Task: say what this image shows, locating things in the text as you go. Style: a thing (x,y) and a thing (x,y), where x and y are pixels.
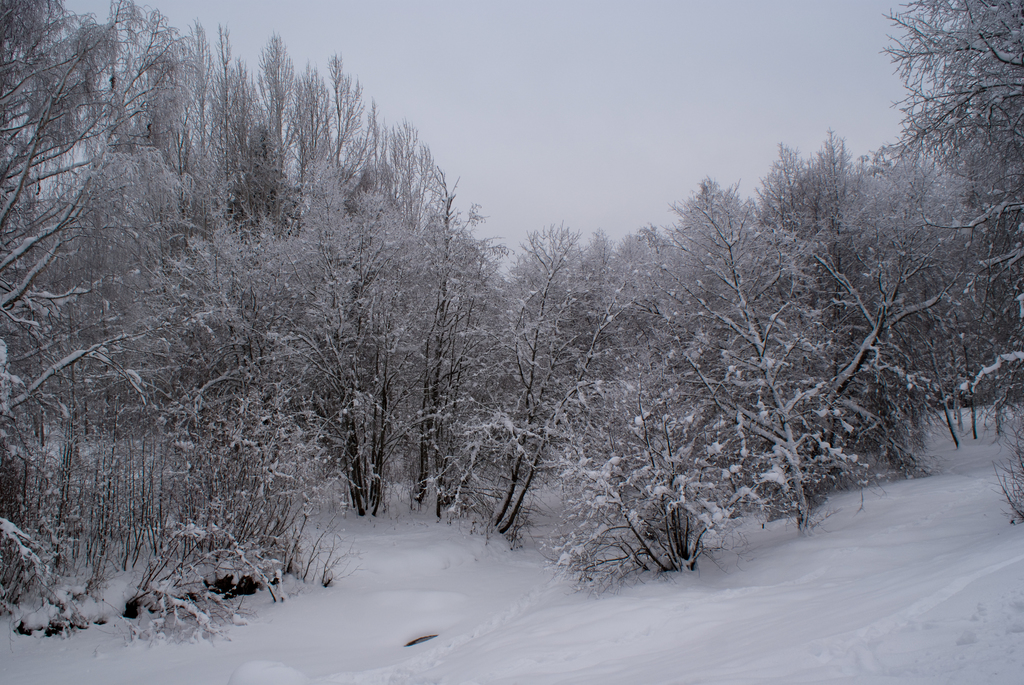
This image looks like it is clicked in a forest (434,443). In the background (875,375), there are trees (633,459). At the bottom (543,647), there is snow (543,647). At the top (582,93), there is a sky (571,120).
